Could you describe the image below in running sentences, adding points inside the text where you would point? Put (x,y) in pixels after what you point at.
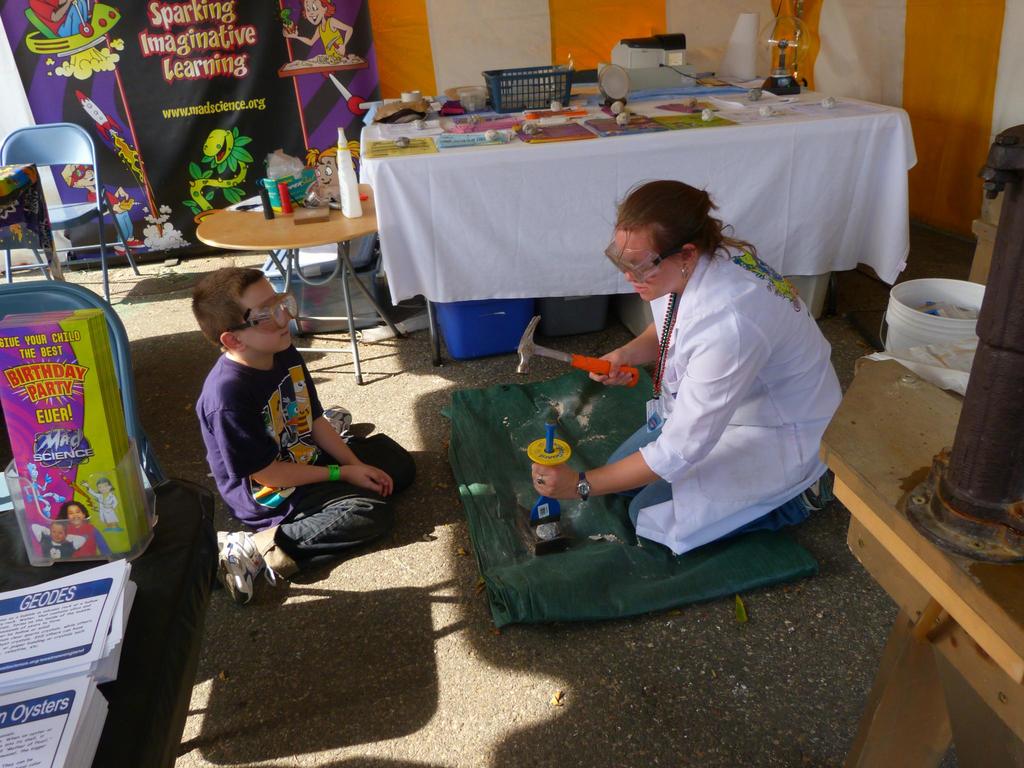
2 people (311,451) are sitting on the floor (371,555). the person (722,473) at the right (731,469) is wearing glasses (617,263) and holding a hammer (632,376) in her hand (619,376). behind her there is a table (689,176), basket (528,83). at the left corner (226,148) there is a banner (309,91) and chair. in the front (93,613) there are papers (85,603).
